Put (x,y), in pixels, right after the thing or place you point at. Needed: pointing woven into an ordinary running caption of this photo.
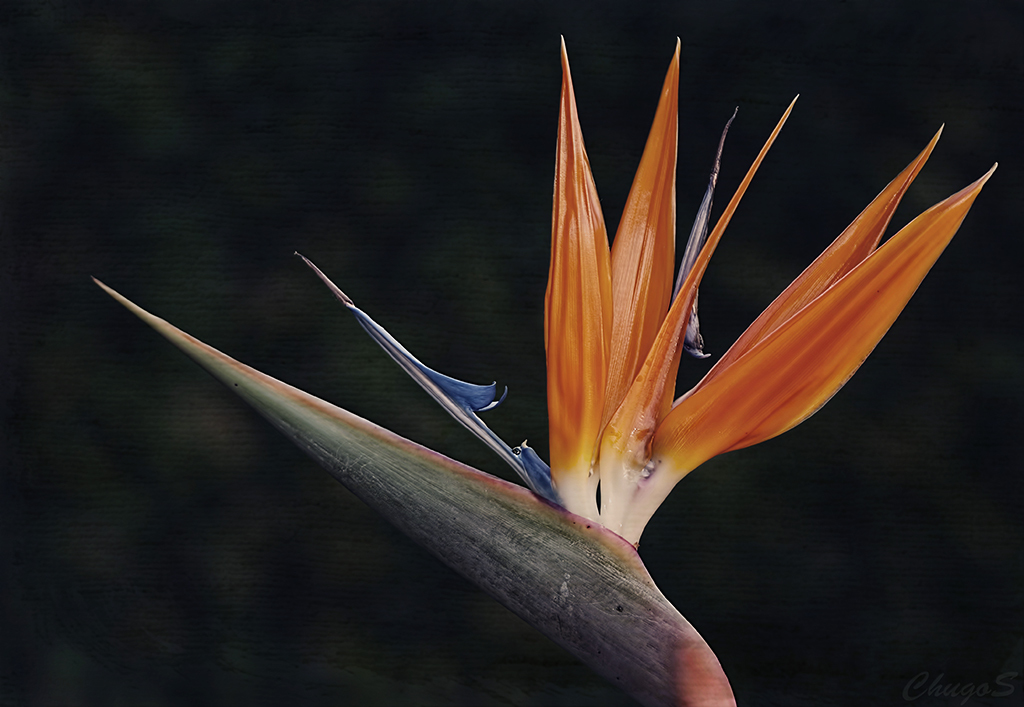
This image consists of a flower (670,442). It is in orange and blue color.
